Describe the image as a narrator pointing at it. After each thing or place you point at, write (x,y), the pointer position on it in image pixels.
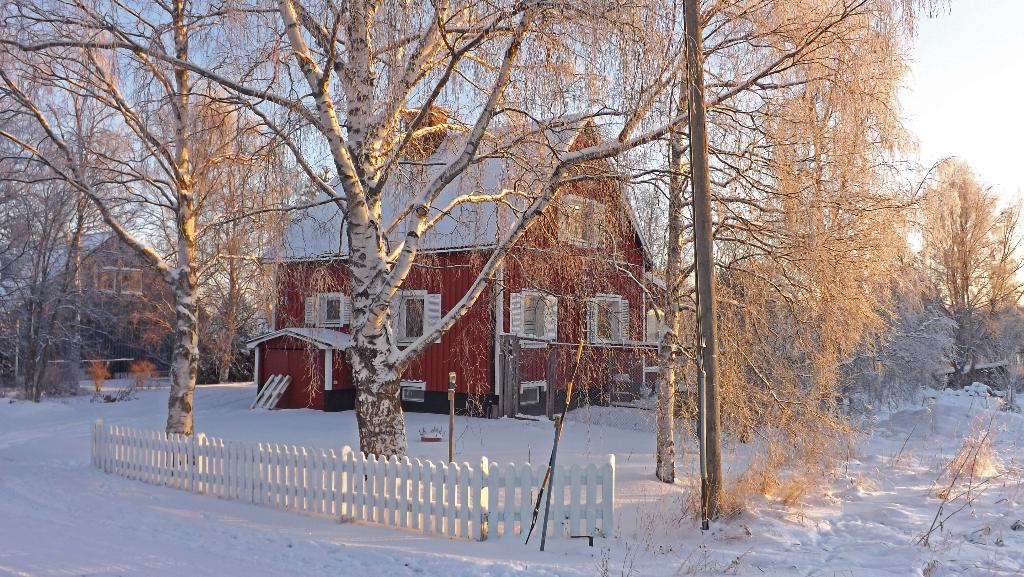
In this image we can see buildings (550,297), street poles (549,491), fence (322,481), trees (373,388), sky (929,147) and road (111,412) covered with snow (817,494).
